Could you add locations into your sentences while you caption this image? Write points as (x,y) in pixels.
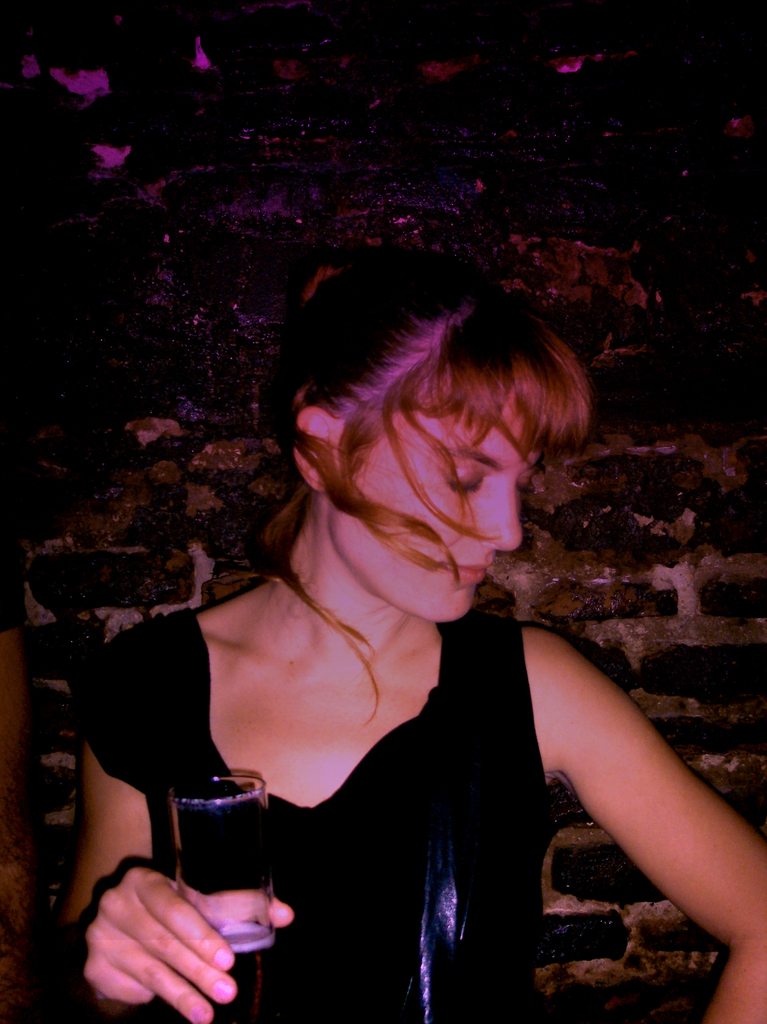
In this image i can see a woman (351,655) standing and wearing a black dress (399,798) holding a glass (190,853) at the back ground (340,204) i can see a black wall (133,208).
